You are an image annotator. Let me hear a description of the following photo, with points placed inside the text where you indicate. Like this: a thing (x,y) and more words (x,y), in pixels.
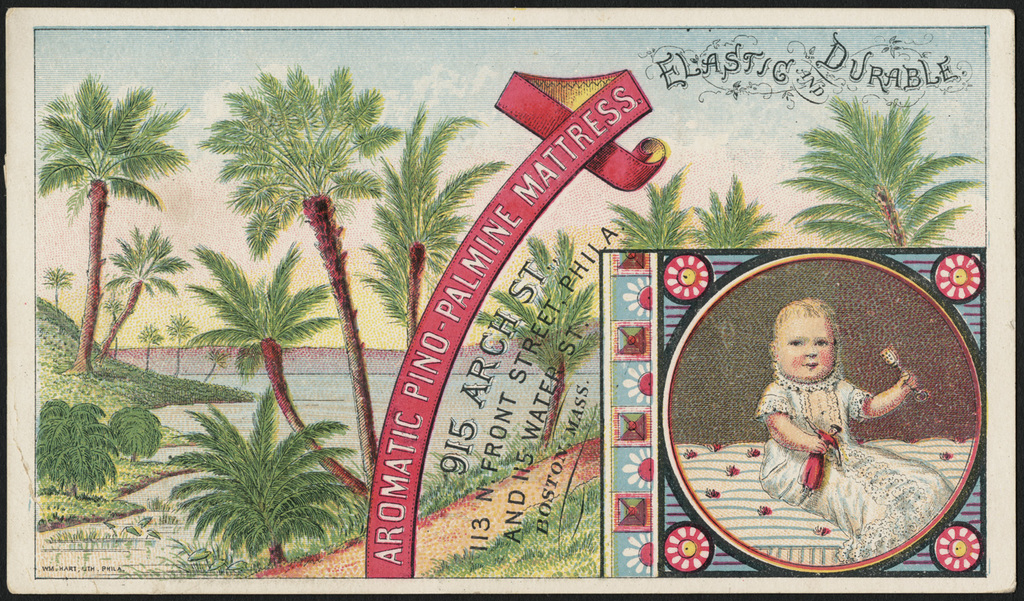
In this image we can see a photo frame (17,449) included with trees (324,150), water (254,376), grass (588,492), a photo (704,403) of a baby (790,309) and we can also see some text (514,522) written on it.
